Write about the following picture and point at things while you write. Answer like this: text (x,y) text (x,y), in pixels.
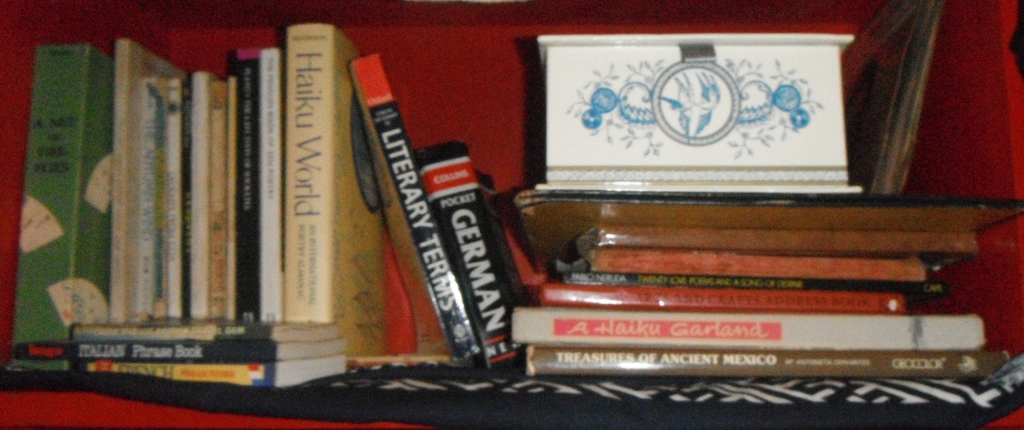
This is a zoomed in picture. In the center (501,158) there is a cabinet (483,116) containing a white color box (752,121) and many number of books (429,312) and we can see the text (623,280) is written on the cover (78,184) of the books (312,164).
